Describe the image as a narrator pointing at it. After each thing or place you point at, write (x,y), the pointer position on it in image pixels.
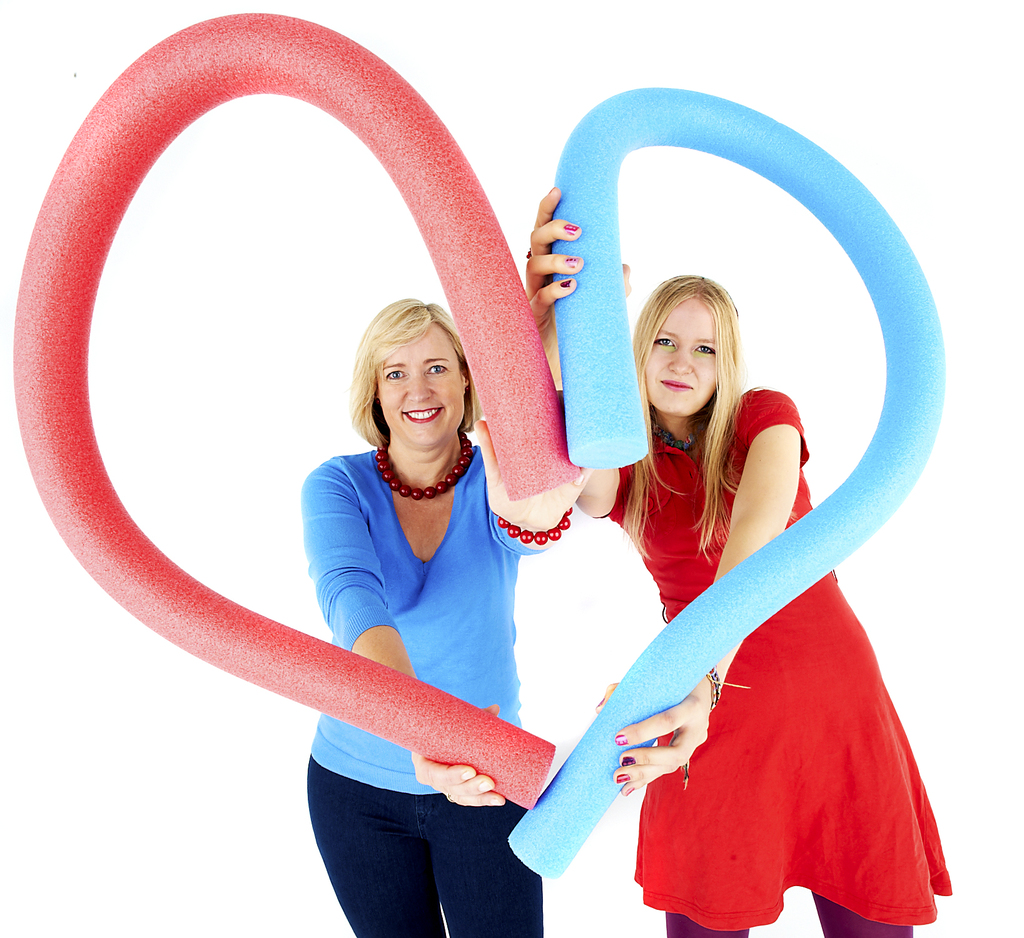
In this image there are two women (347,602) who are standing and they are holding some objects (643,708), and there is a white background (248,299).
